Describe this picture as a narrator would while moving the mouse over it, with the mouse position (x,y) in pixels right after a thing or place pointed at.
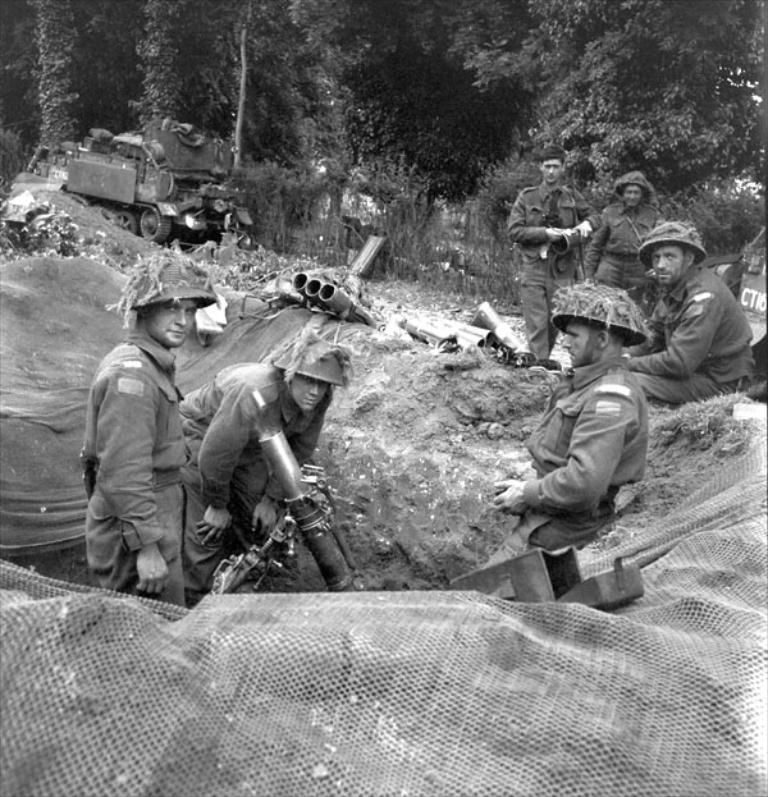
In this image there are persons (554,410) standing and there is a person (726,360) sitting. In the front (282,690) there is net (702,673). In the center (283,519) there is an equipment (287,470). In the background (147,155) there is a vehicle (157,194) and there are trees (309,95).
